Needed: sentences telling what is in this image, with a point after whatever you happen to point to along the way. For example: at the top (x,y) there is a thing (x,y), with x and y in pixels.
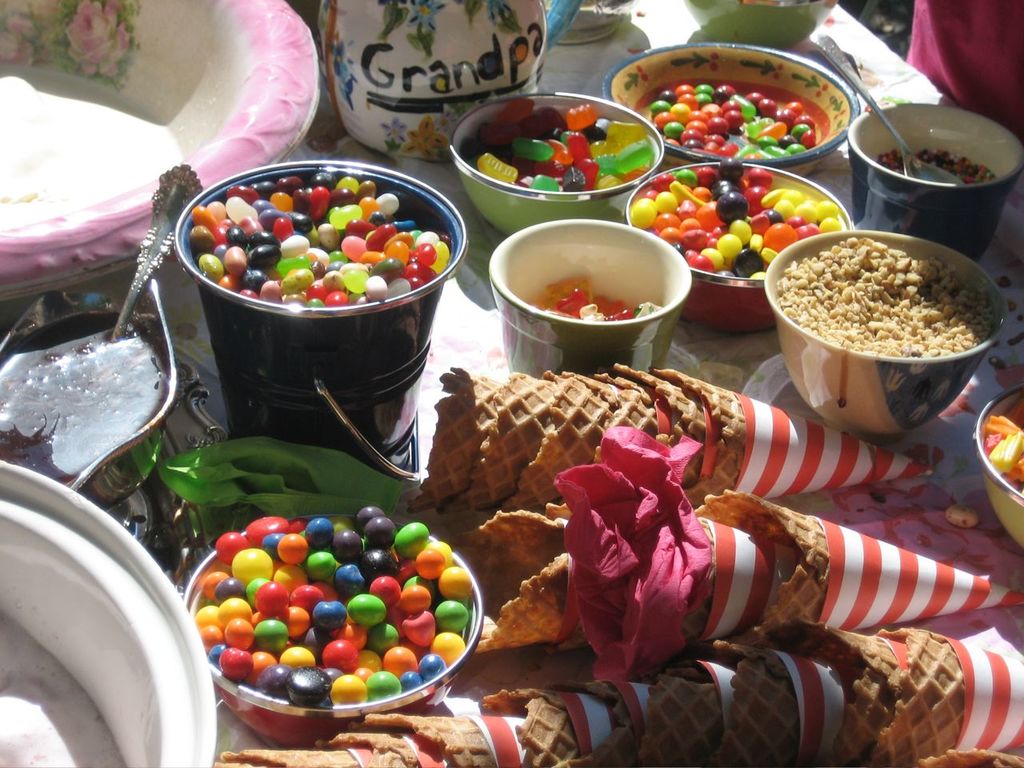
In this picture I can observe small balls (322,614) which are placed in the bowls (333,575) and in a bucket (268,308). There are different colors of balls (345,561). I can observe black color bucket (303,349) on the left side (281,349). There are some ice cream cones (555,557) placed on the table (441,177). On the right side (902,267) I can observe some food (845,324) placed in the bowl (891,375).
